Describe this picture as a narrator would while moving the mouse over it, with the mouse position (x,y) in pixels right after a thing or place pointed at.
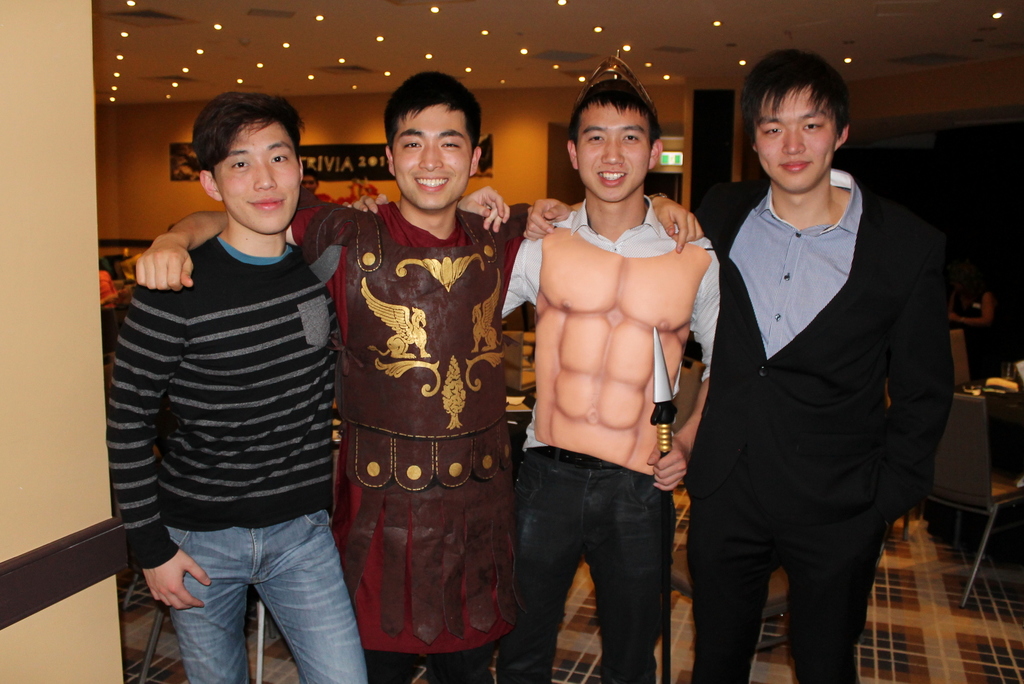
In this image I can see on the right side (838,296) a man (854,367) is standing, he wore black color coat (806,343). Beside him another man (612,331) is standing, he wore fake six pack plastic thing (622,385). Beside him another man (394,368) is standing and smiling, he wore brown color thing (437,389), on the left side (217,162) a man (217,360) wore black color sweater (242,408), at the top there are ceiling lights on the right side (962,445) there are chairs (981,413) in this image.
